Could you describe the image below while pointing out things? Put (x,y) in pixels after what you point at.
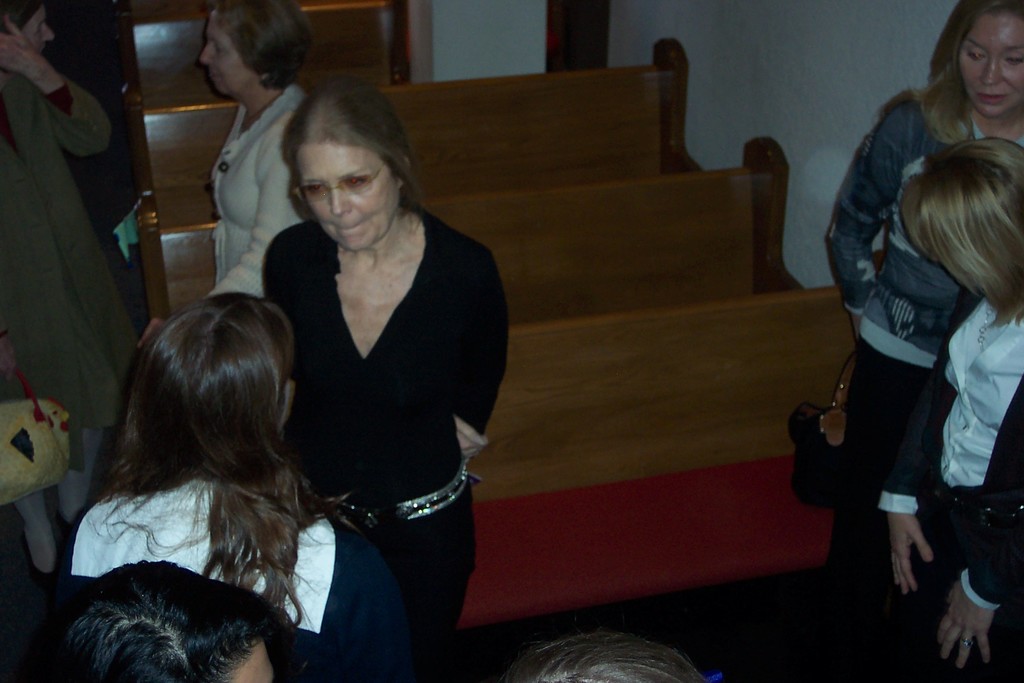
In the image few women (245,113) are standing. Behind them there are some benches (532,86). Top right side of the image (898,78) there is wall (930,39).
